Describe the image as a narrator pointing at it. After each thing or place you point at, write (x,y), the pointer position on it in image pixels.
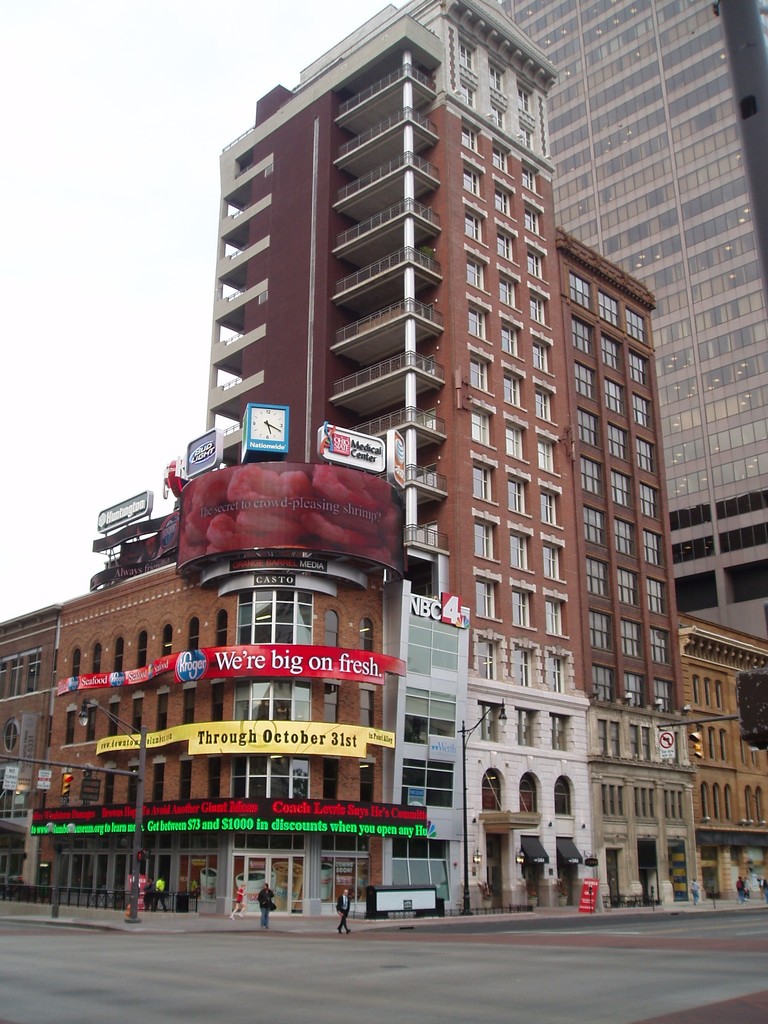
At the bottom of the image (332,1008) there is a road (602,992). Behind the road (339,943) there is a footpath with people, railings (27,899), poles (99,770) with traffic signals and sign boards (49,777). And also there are buildings (468,383) with walls (506,279), windows (477,192) and poles (404,186). And also there are stores (285,661) with posters (253,465), banners (202,675), glass walls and a screen (211,546). At the top of the image (249,36) there is sky (242,47).
